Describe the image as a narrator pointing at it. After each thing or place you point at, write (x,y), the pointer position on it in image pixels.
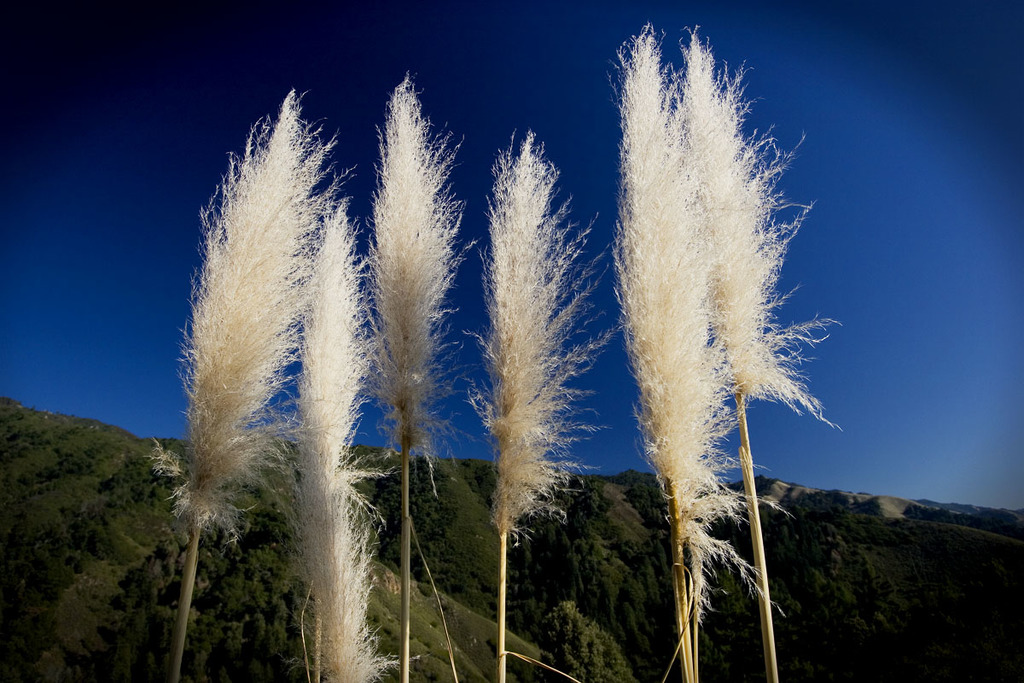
In this image I can see few pampas grass plumes (343,559) which are cream in color and in the background (606,303) I can see few mountains (449,498), few trees (91,537) on mountains (827,519) and the sky (992,314).
